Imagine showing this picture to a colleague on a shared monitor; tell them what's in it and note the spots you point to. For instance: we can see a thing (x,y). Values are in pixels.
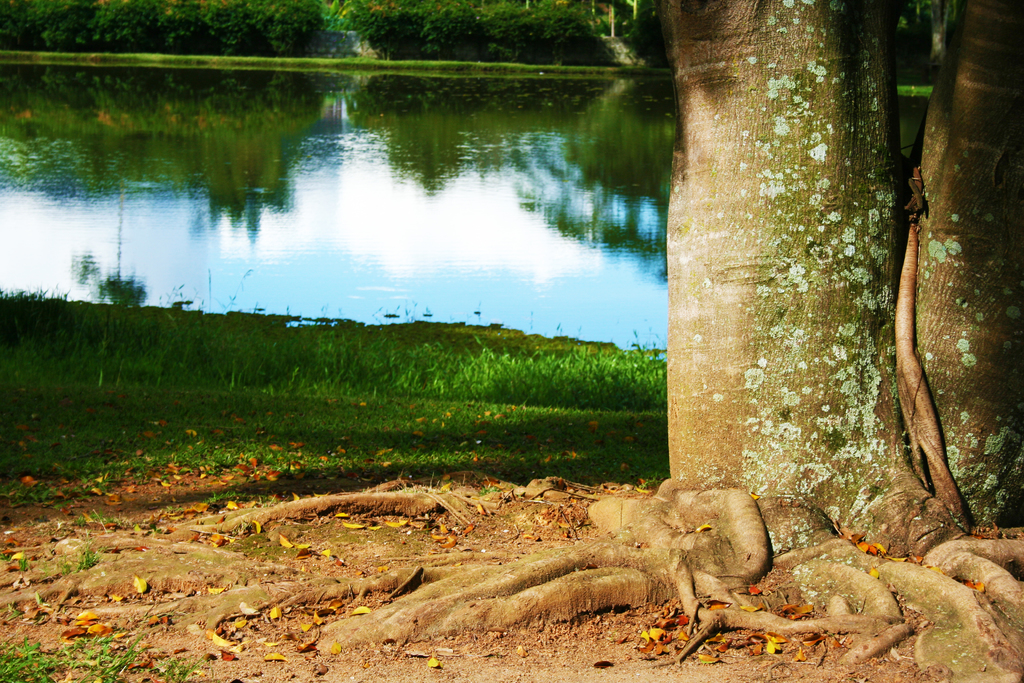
In the picture I can see the trunk (1020,15) of a tree (685,140) on the right side (868,246). In the background (384,241), I can see the lake (70,245) and trees (99,19). I can see the green grass (411,373) on the side of the lake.
